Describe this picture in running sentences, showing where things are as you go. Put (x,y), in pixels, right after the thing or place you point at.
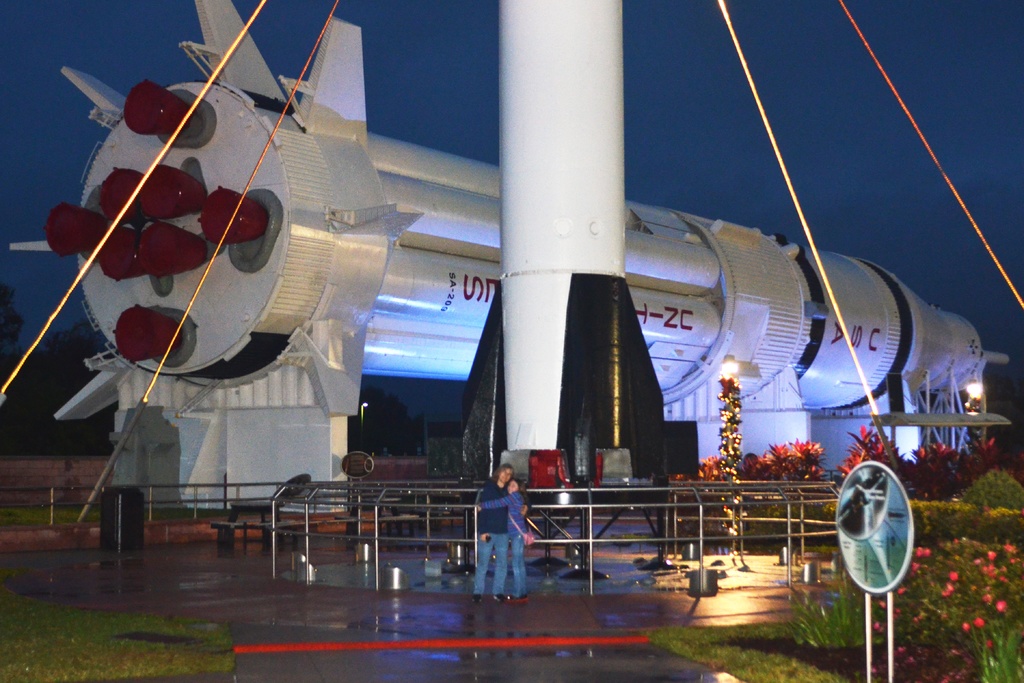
In the picture we can see a rocket (813,380) which is white in color and placed on the stands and near it we can see a railing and a rocket pole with some ropes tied to it and near the railing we can see a man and a woman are standing together and near to them we can see a grass surface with some plants (937,594) and flowers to it, and in the background (710,203) we can see a sky (4,103).
